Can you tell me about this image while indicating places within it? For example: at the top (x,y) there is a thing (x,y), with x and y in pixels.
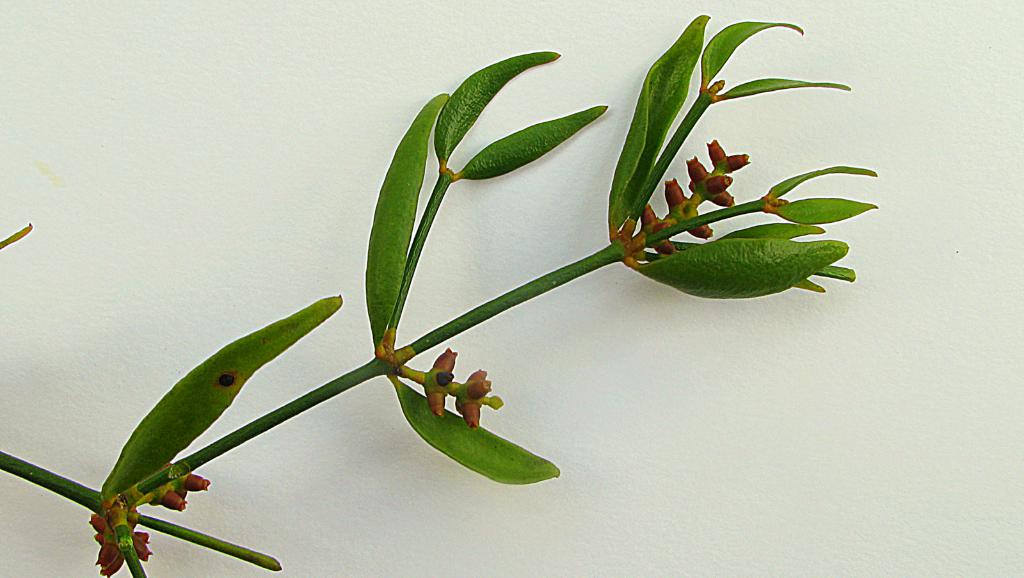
In the image we can see leaves (278,340), stem (428,338) and white surface (259,149).
